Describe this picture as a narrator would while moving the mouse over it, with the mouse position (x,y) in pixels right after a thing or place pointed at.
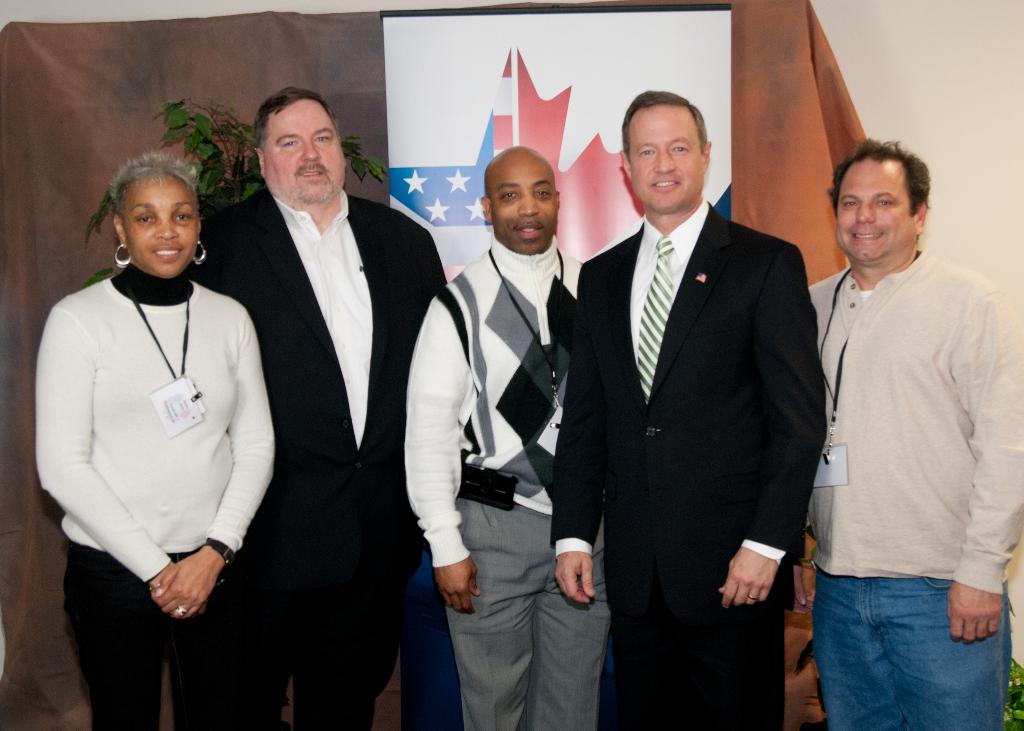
There are persons (938,411) in different color dresses (689,374), smiling and standing. In the background (453,55), there is a banner (670,45), back to this, there is a curtain (49,131), near a plant (243,152) and there is white wall (983,196).
